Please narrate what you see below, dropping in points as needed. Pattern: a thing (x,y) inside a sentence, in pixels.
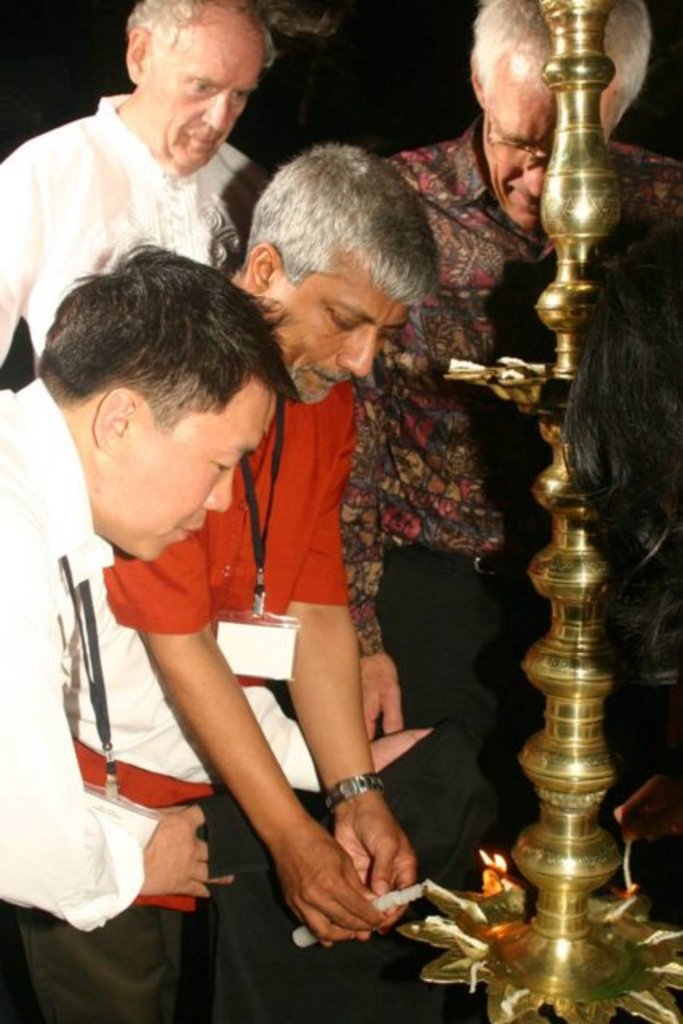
In this image we can see few people (231,362) standing near a stand (541,395) and a person (344,277) is holding a candle (398,896).
